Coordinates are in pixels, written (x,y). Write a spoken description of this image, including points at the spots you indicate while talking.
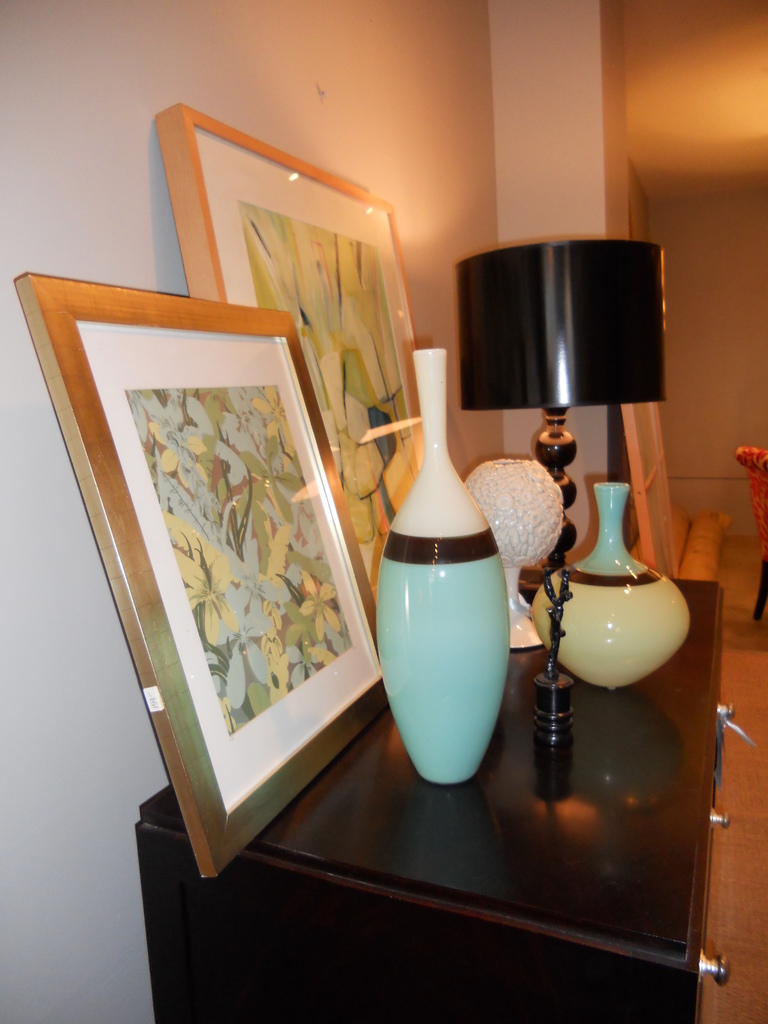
In this picture there is a table (546,859), with some shelf (648,1014), there is a flower pot (496,654), a lamp (623,301), there is a photo frame (288,559) placed on it and the background (167,66) is of wall (66,263).
